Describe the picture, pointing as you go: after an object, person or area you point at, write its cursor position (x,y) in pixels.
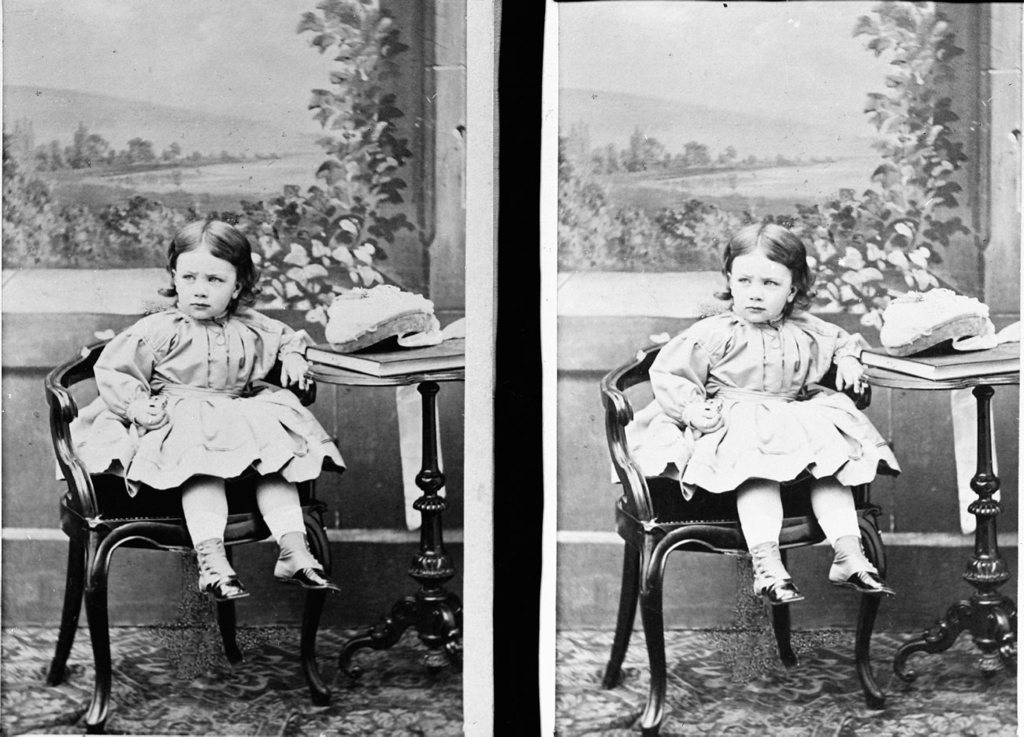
This is a collage of two similar pictures we see a girl (283,391) seated on the chair (88,511) and we see a book (440,355) on the table (405,613).
